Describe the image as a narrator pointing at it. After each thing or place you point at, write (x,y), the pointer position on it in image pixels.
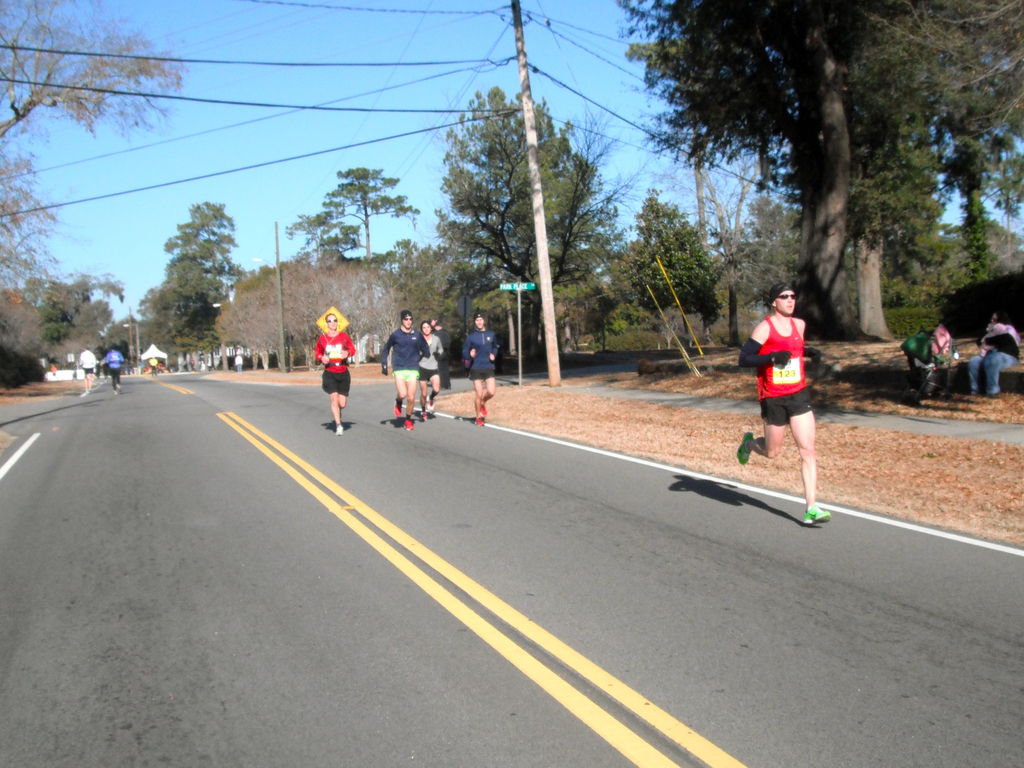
This image consists of few persons (437,396) running on the road (708,558). At the bottom (685,631), there is a road (591,630). On the right (851,484), we can see dried leaves (697,386) on the ground (1022,422). On the left (21,295) and right, there are many trees (1,195). At the top (255,66), there is sky (341,89). And we can see a pole (535,178) along with wires (516,57).
